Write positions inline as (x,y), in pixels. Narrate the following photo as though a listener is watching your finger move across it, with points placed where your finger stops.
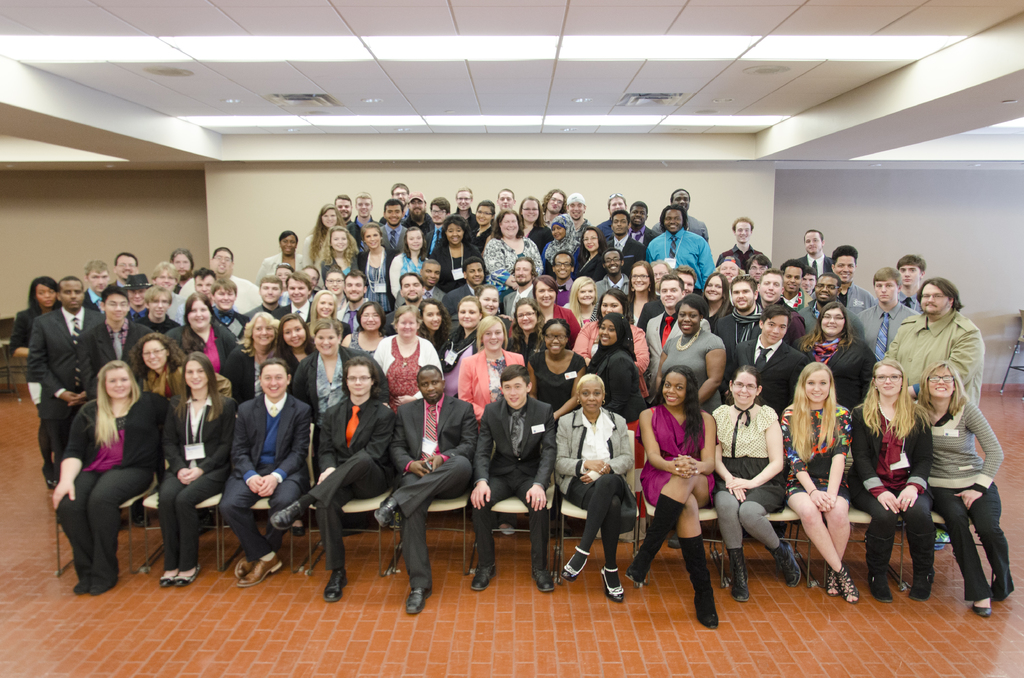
In this picture there is a group of men and women (260,379) standing in the hall (958,177), smiling and giving a pose into the camera. Behind there is a cream wall (632,183) and on the ceiling (547,71) we can see some air conditioner diffuser (280,103) and lights (292,44).
